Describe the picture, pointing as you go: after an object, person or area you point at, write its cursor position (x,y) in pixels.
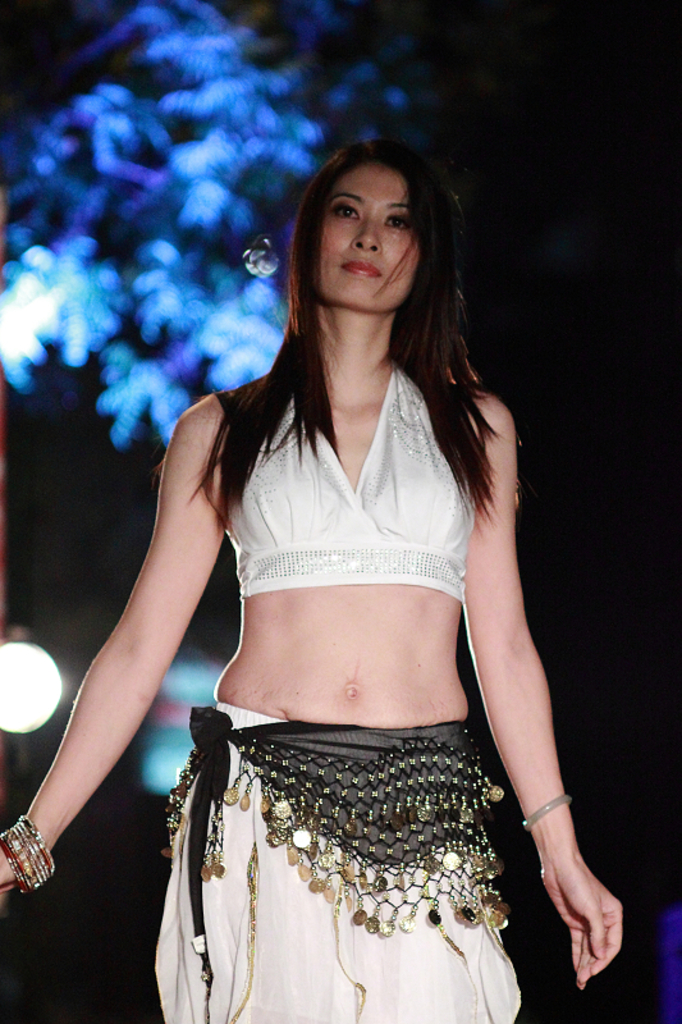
In the picture I can see a woman (352,841) wearing white dress (267,892) and there is a tree (126,205) which has blue light (172,195) on it in the background (181,163).
